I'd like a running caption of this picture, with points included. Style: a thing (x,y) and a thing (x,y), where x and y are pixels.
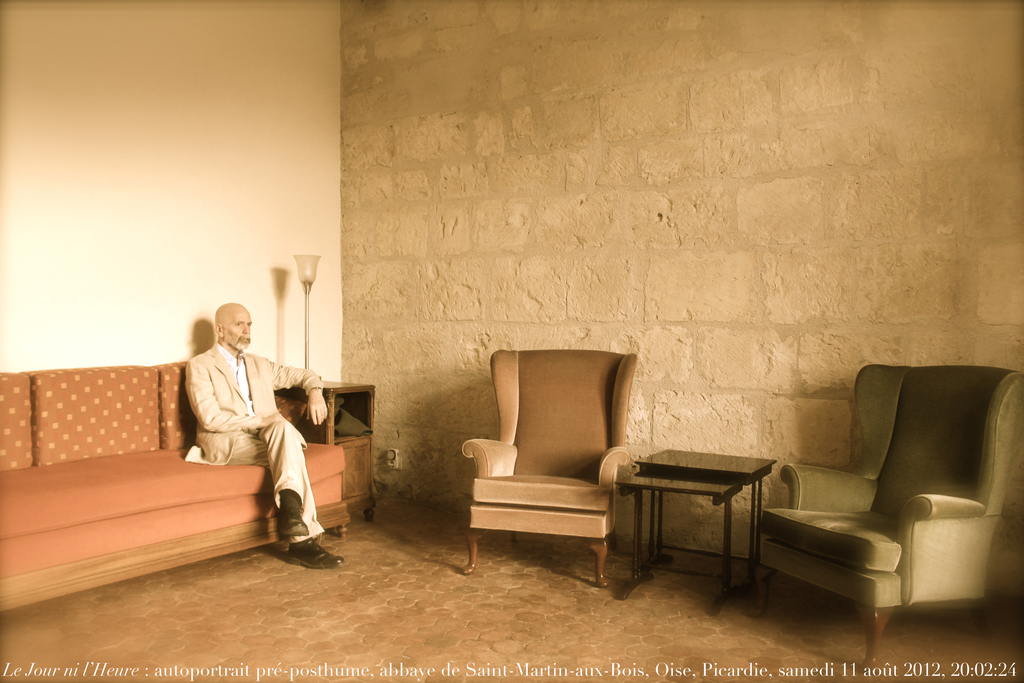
In the image we can see there is a man (316,512) who is sitting on sofa (50,489) and there are chairs (560,468).
